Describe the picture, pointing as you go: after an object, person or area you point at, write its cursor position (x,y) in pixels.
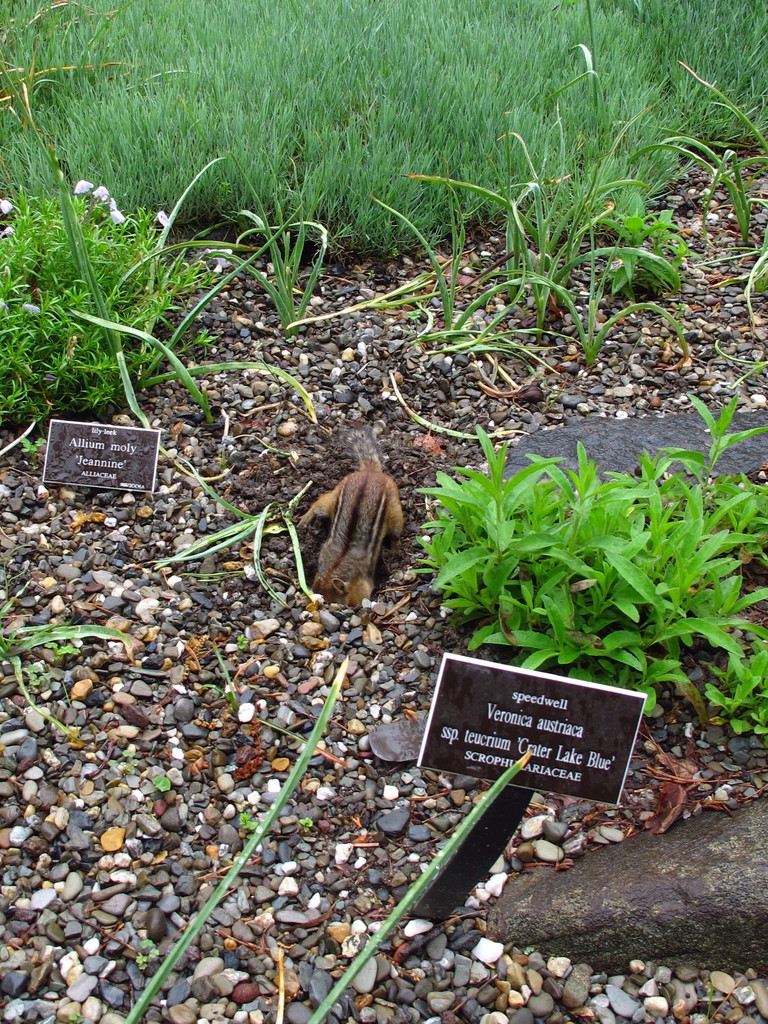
In the foreground of this image (557,948), there is a squirrel (374,540), few stones (359,639), plants (717,550), boards (140,475) and the grass (289,142).
